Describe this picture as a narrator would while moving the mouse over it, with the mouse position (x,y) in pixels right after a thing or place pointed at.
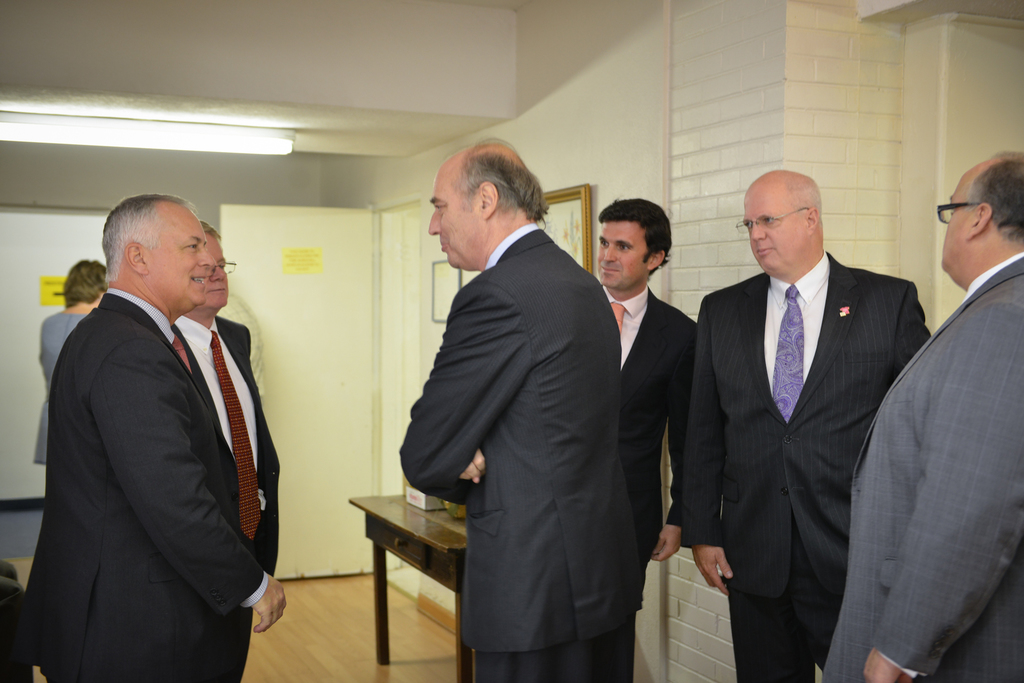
In this image, group of people (69,617) are standing. Few are in a suit (113,415) and smiling. Background (314,359) we can see a door (323,350), photo frame (582,232), boards (447,285). At the bottom (435,537), we can see a table (440,541), few items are placed on it. Here there is a floor (308,658). Top of the image (210,121), we can see a ceiling (277,84), light (273,150). Right side of the image (842,215), there is a pillar (703,214) here.
